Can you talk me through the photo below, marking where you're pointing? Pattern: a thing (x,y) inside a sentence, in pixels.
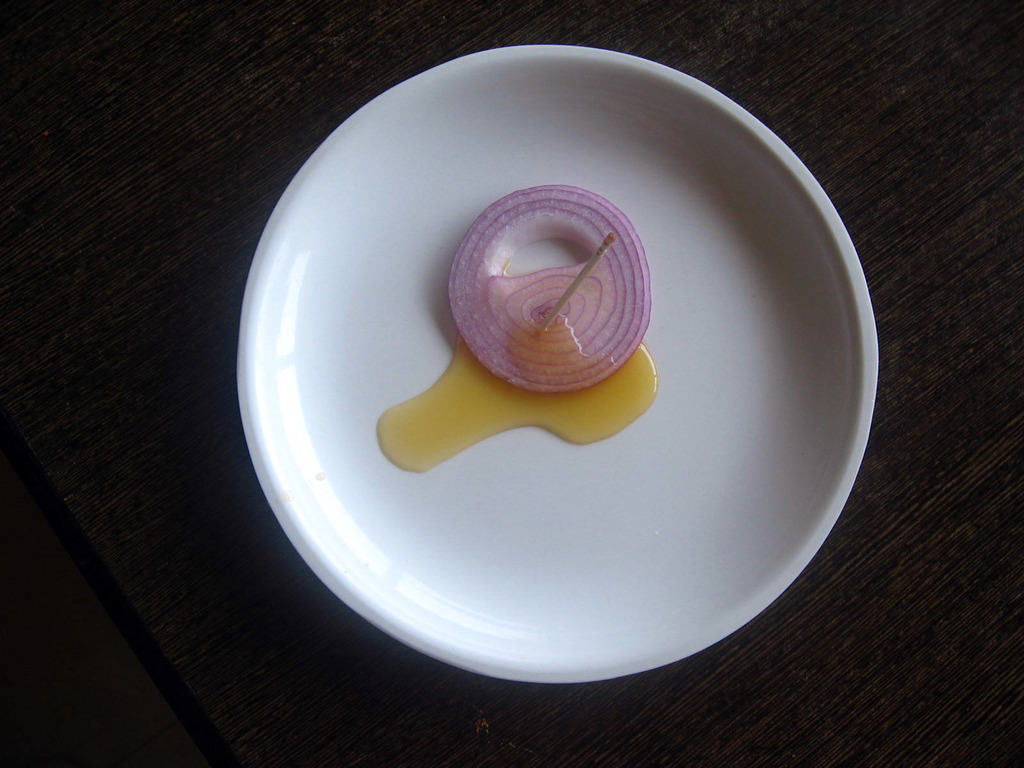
In this image I can see the white color plate (309,261) on the black color surface (828,688). In the plate (475,638) I can see the onion slice (491,286), toothpick (578,287) and liquid (575,440).
